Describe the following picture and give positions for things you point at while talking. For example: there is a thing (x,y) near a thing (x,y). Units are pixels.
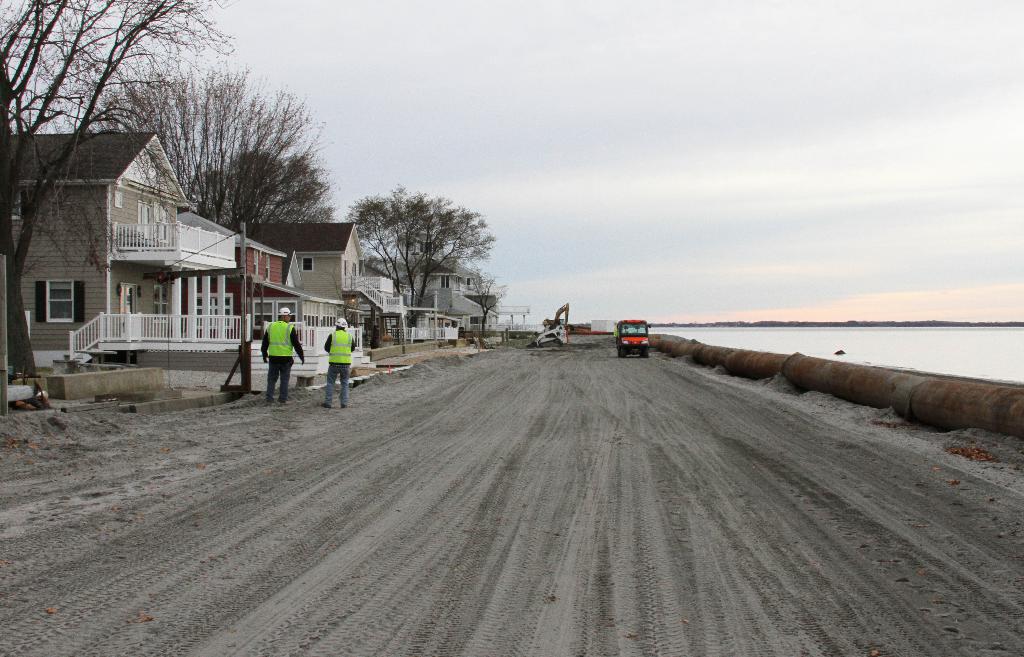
At the bottom (886,531), we see the soil (634,523) or the cement (488,565). On the right side (733,361), we see the metal pipes (950,383) and water (955,360). This water (780,330) might be in the lake (882,358). In the middle (562,311), we see the vehicles (539,335) are moving on the road (520,376). On the left side (338,372), we see two men (267,334) who are wearing the green jackets (343,340) are standing. Beside them, we see the trees (21,277), poles (2,373), railing (333,330) and the buildings (117,293). There are trees (409,268) and buildings (472,296) in the background (492,295). At the top (593,156), we see the sky (593,156).
